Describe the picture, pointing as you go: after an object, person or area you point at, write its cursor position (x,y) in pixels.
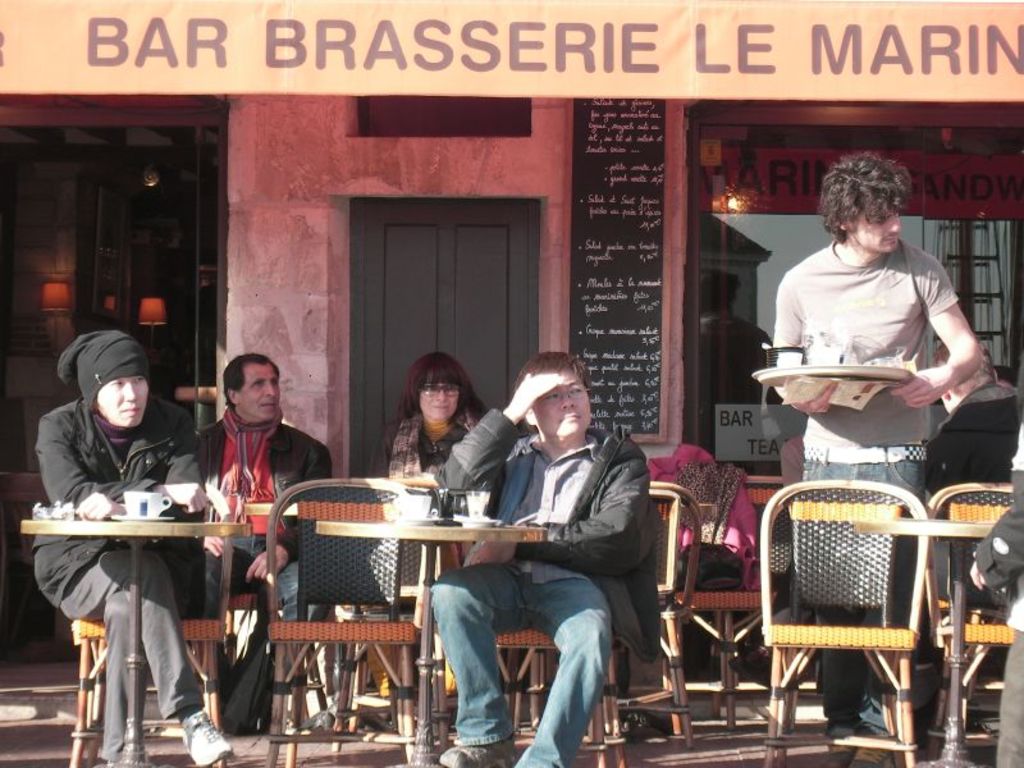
In this picture there are five people (841,316). Four of them are sitting on the chair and the one is standing with holding a plate (855,373) in his hand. In the background (443,313) there is a door (428,292), beside the door (484,286) there is a menu (608,339). To the left side (51,226) there is a store (51,226). And to the right side (688,203) there is another store (939,177) with a glass (775,231).
